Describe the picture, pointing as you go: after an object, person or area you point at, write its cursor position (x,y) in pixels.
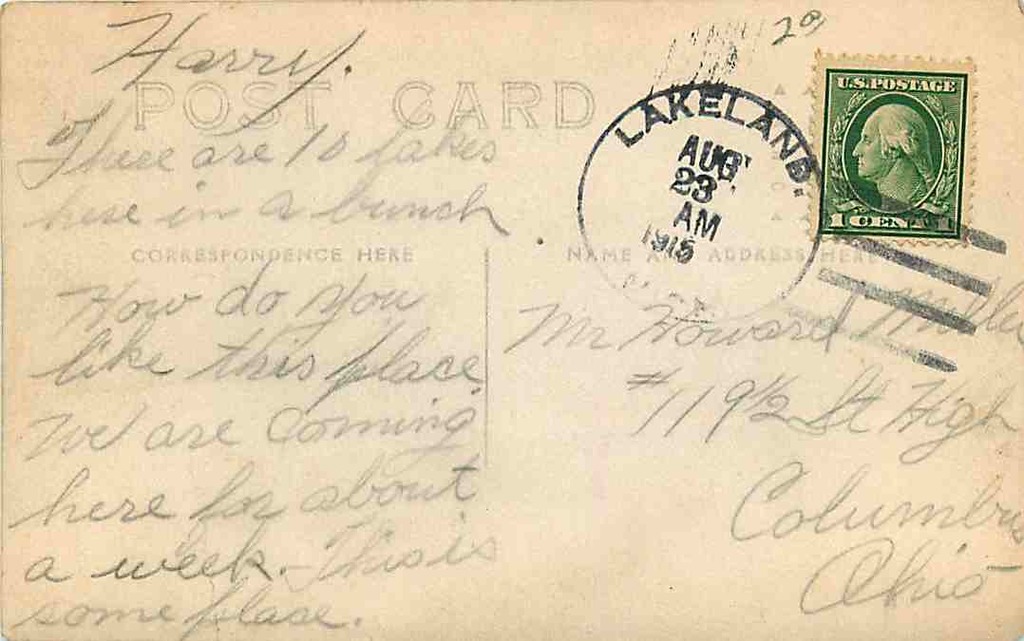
In this picture we can see a paper (625,460), on the right side (891,122) there is a stamp (864,125) pasted on the paper (562,213), we can see printed text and hand written text (276,301) on the paper (564,406).
